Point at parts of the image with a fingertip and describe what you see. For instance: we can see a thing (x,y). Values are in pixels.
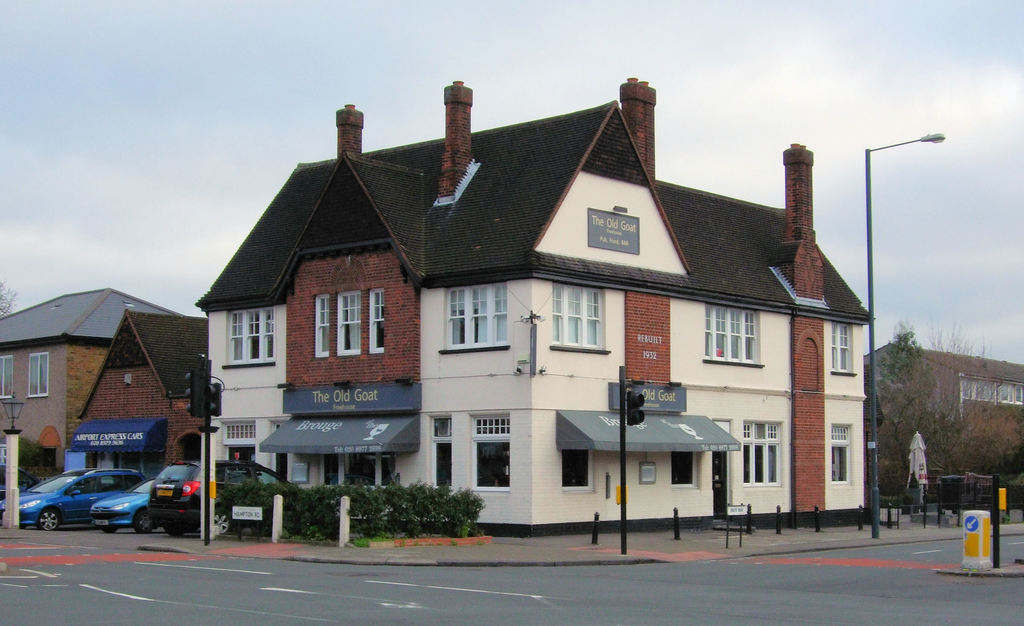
In the picture I can see few buildings (133,384) which has few vehicles (177,493) and trees (299,502) in front of it and there are few other trees (1002,450) and a building (967,381) in the right corner (1004,436).
